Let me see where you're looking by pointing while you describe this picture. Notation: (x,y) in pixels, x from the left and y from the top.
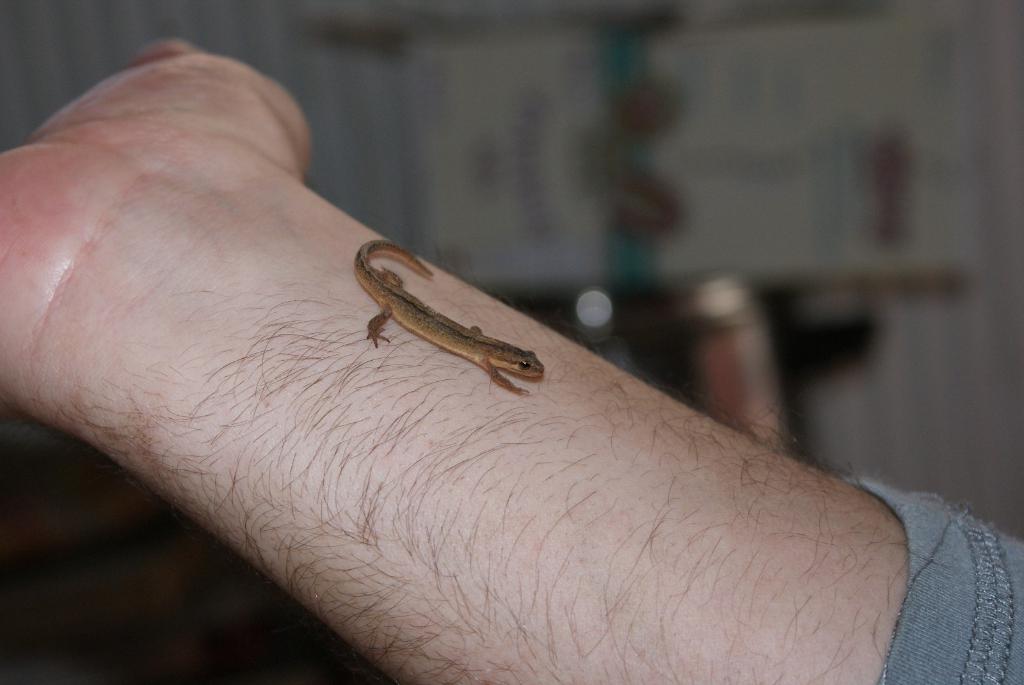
In this image, we can see a lizard (502,388) on the person's hand (729,584).
